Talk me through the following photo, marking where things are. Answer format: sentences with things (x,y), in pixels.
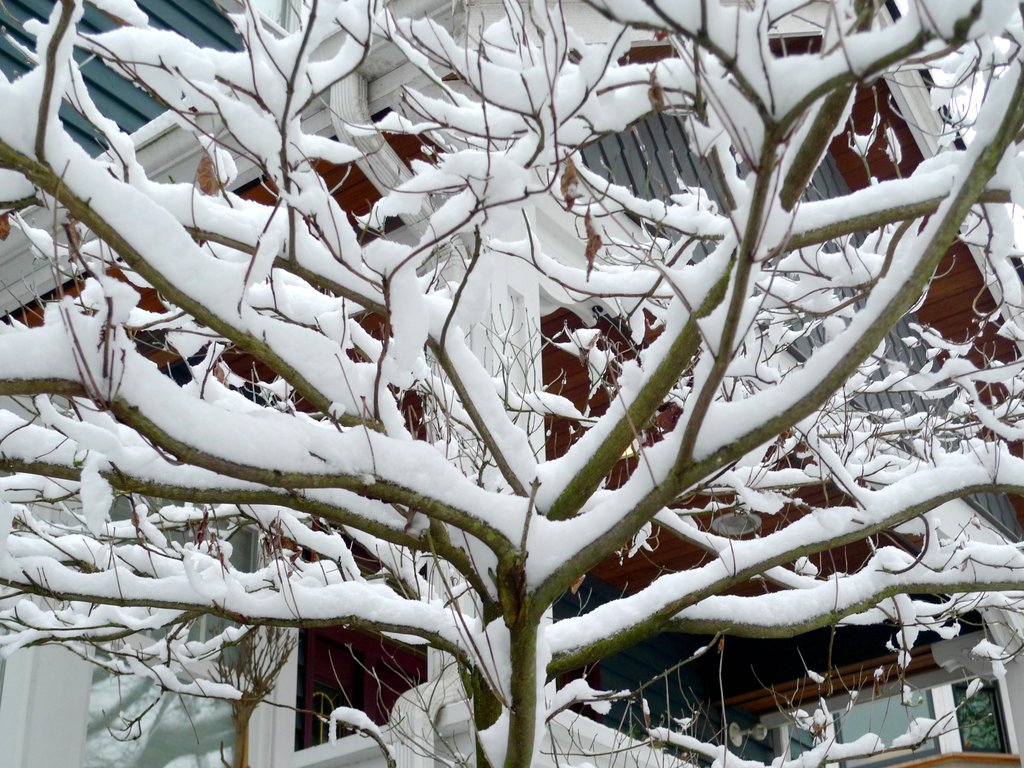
In this image we can see some dried trees (296,206) with snow (177,64), one object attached to the house (150,746) and one house (161,732) in the background (176,740).
